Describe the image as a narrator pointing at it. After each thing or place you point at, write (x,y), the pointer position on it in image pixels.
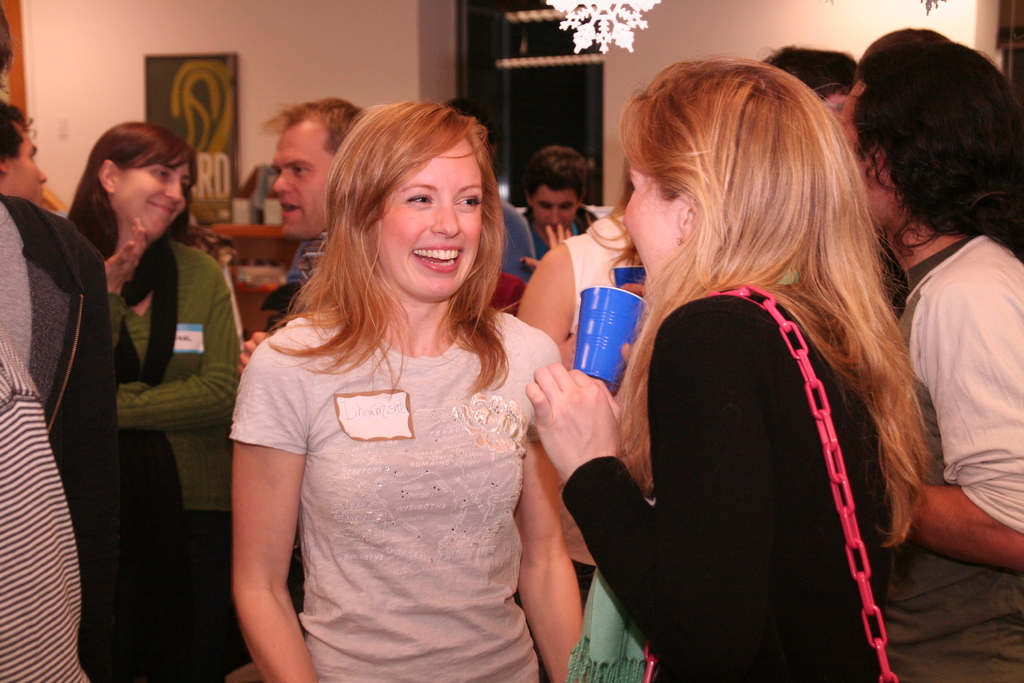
In this picture there are people (445,301) in the center of the image (667,286) and there are windows (567,83) on the right side of the image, there is a rack (240,224) on the left side of the image (205,222) and there is light (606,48) at the top side of the image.
